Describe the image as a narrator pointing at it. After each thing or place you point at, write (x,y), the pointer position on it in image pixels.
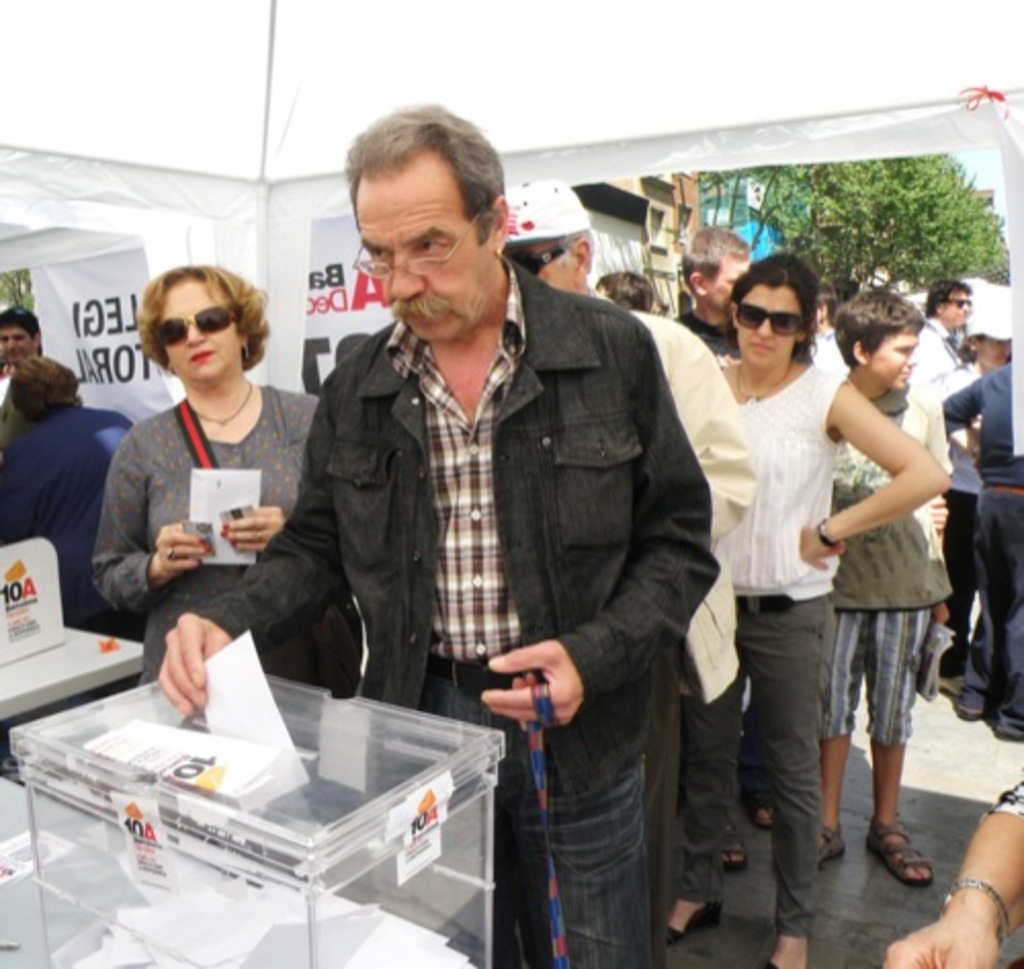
In this image there is a box (182,807), behind the box (331,957) there are people (629,474) standing in a line, a man (609,573) is inserting a paper (262,736) into the box (288,844), in the background (106,283) there are trees (881,179), houses (680,204) and a banner (106,303), in that banner (331,258) there is some text (312,270).
